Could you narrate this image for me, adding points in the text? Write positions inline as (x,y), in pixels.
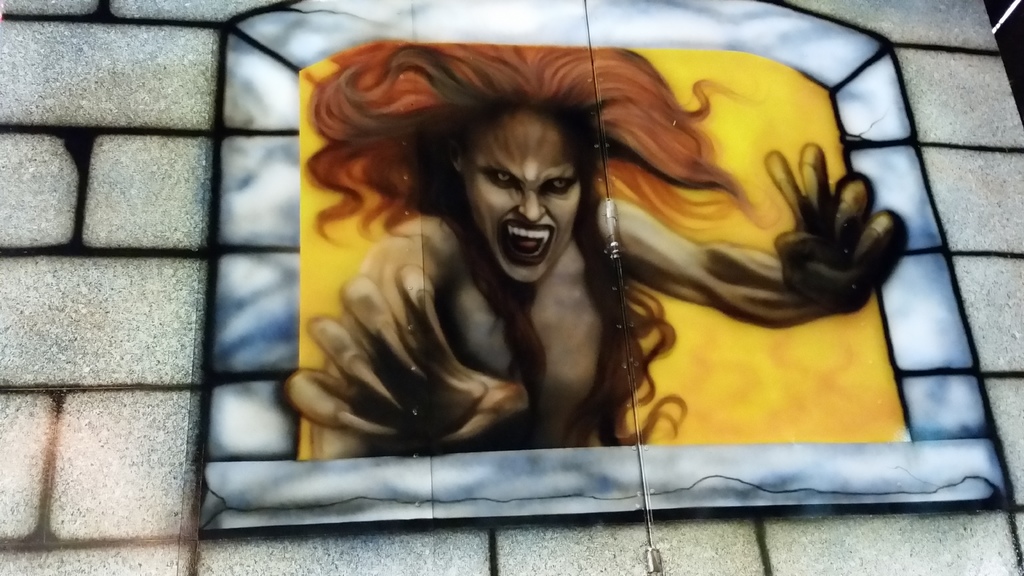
This image is taken outdoors. In this image there is a wall (490,533) with a painting (425,253) of a ghost (681,132) on it.
